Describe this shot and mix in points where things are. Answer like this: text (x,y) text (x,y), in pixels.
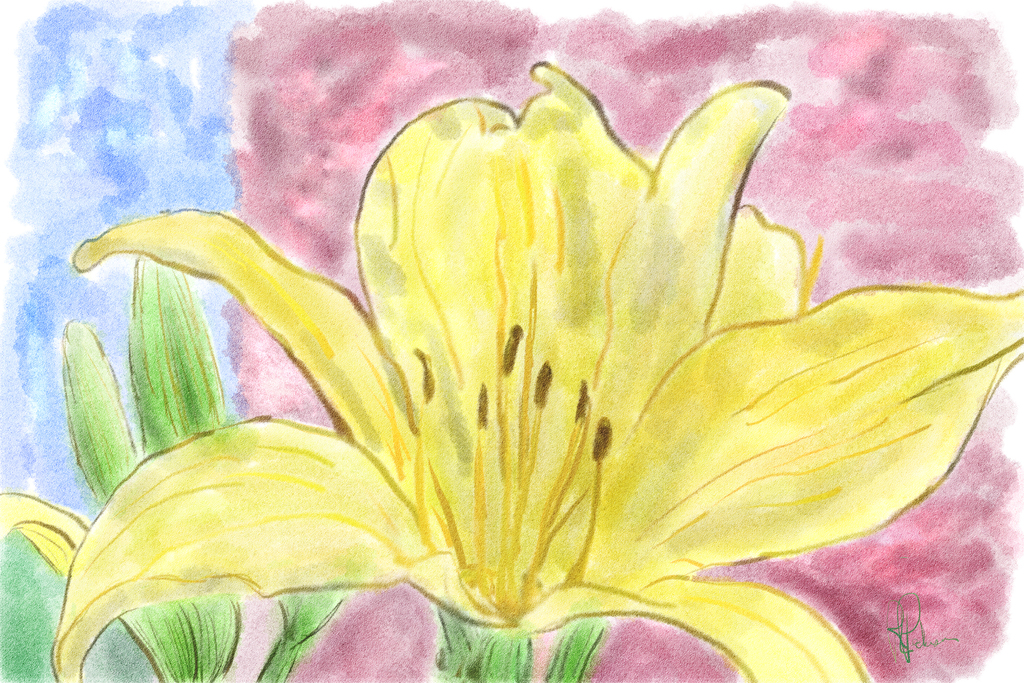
This is a painting. In this image we can see a flower (408,484) and in the background (38,283) the image is not clear to describe.
